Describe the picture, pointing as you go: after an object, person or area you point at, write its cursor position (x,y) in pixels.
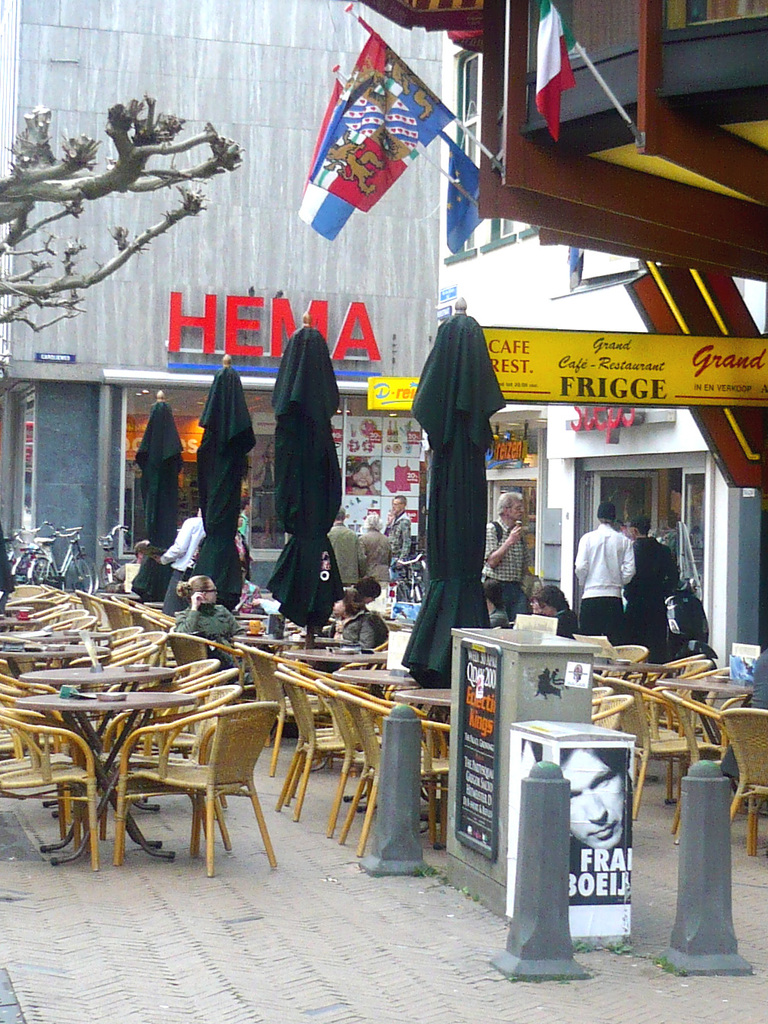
This picture shows few people (488,532) standing and few are seated on the chairs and we see couple of chairs (87,764) and tables (2,635) on the side and we see a tree (8,294) and a building (331,297) and few flags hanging to it
